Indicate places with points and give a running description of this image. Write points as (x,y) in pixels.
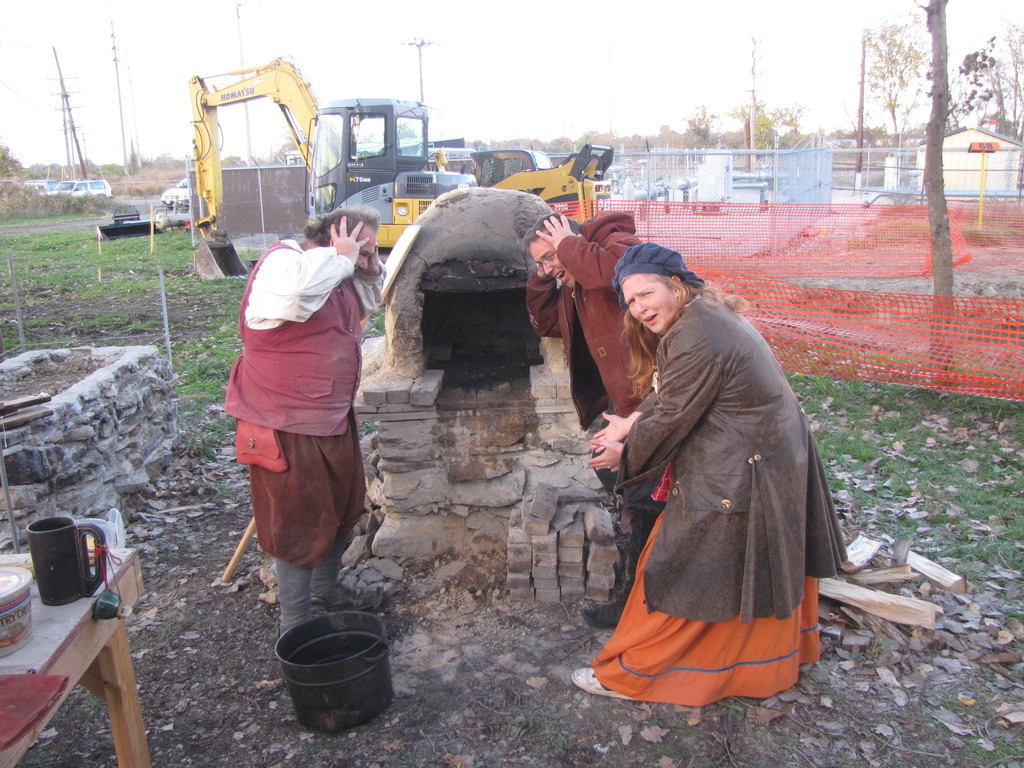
In this picture we can see one woman (696,447) standing beside the women (703,349) there is a man (604,369) standing and opposite to the people (725,392) another man (319,426) is standing and there is a table (75,620) on that table (46,628) there is a cup (52,556) and also the box (17,612) back side we can see the crane (330,172) and some trees (765,113) and one house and some electrical poles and few cars (95,186).
